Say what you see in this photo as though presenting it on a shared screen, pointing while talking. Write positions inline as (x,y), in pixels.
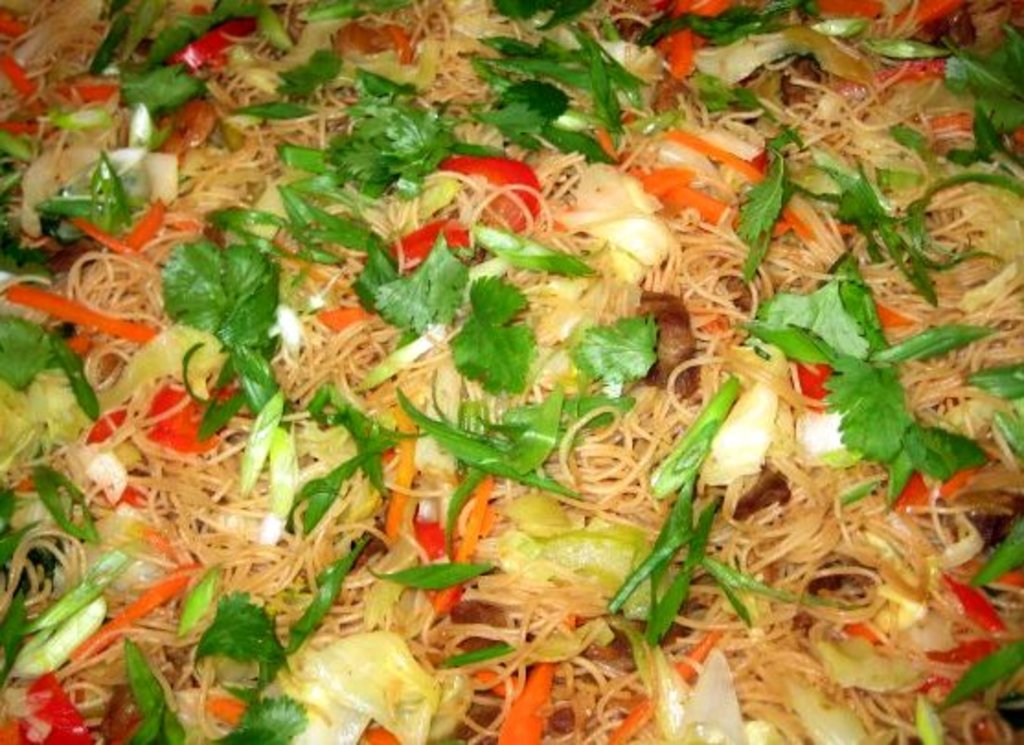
In this image we can see some food (522,485) containing noodles (336,526) and some pieces (461,506) of carrot (455,548), cabbage (336,713), green onions (350,565) and coriander leaves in it.
